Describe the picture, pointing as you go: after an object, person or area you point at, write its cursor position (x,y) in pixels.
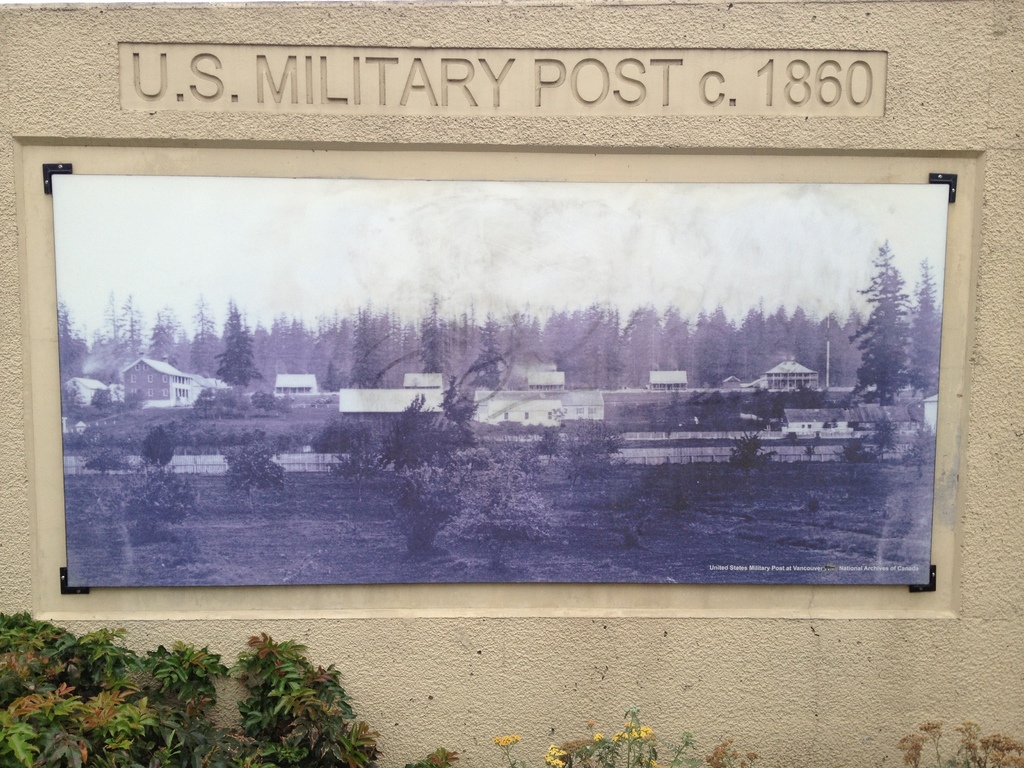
In the image there is a black and white photography (427,338) on a wall (976,78) with plants (238,745) below it.
